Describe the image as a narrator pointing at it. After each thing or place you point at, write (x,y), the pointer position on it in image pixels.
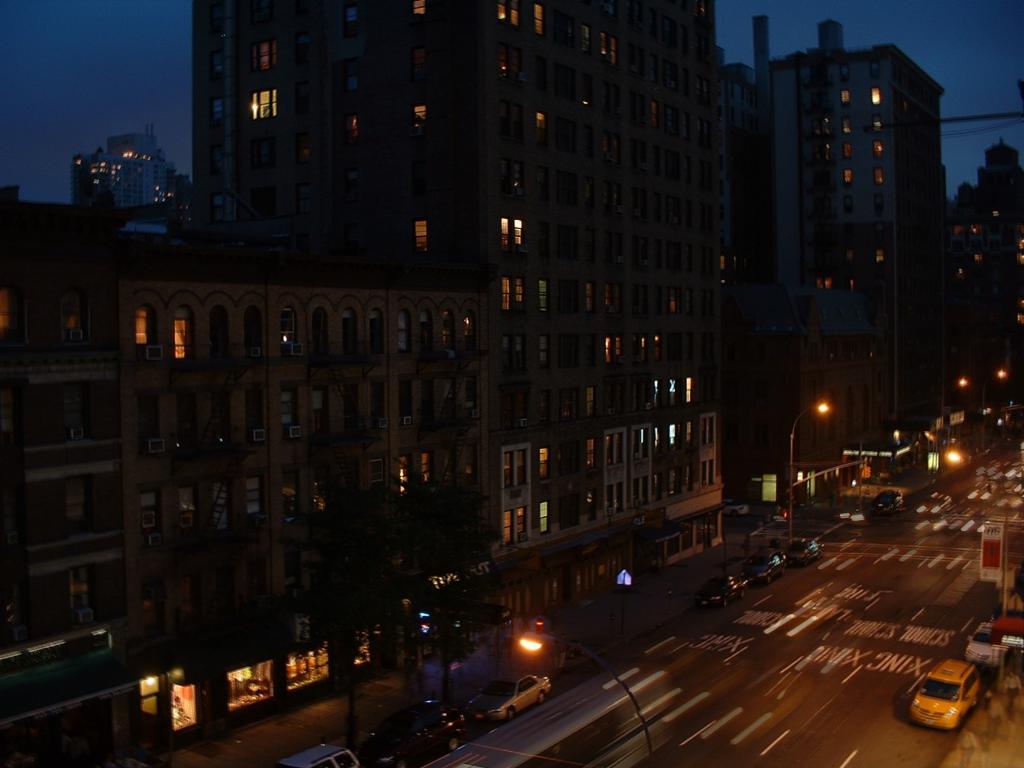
In this image we can see some buildings (404,305), windows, air conditioners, street light poles (797,422), sign boards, vehicles (487,760) on the road (813,624), trees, also we can see the sky (133,67).
